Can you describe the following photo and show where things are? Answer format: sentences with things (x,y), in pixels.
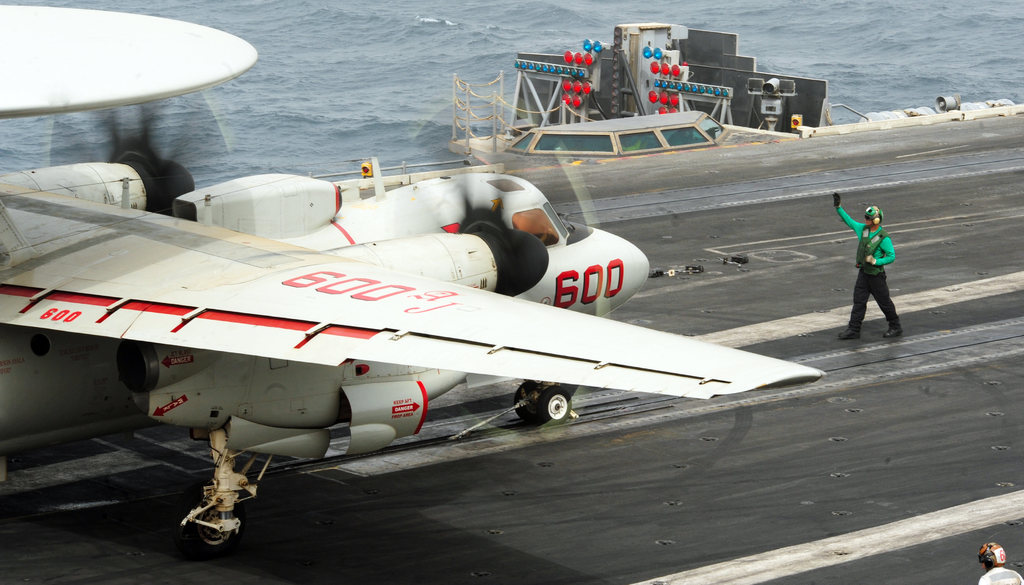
In this image we can see airplane (561,257) with propellers (535,243) placed on a runway (642,228). A person (885,244) is standing on the runway (893,279) wearing green shirt (888,258) and helmet (876,219). In the background (306,94) we can see group of lights (573,59) and the water (356,93).
